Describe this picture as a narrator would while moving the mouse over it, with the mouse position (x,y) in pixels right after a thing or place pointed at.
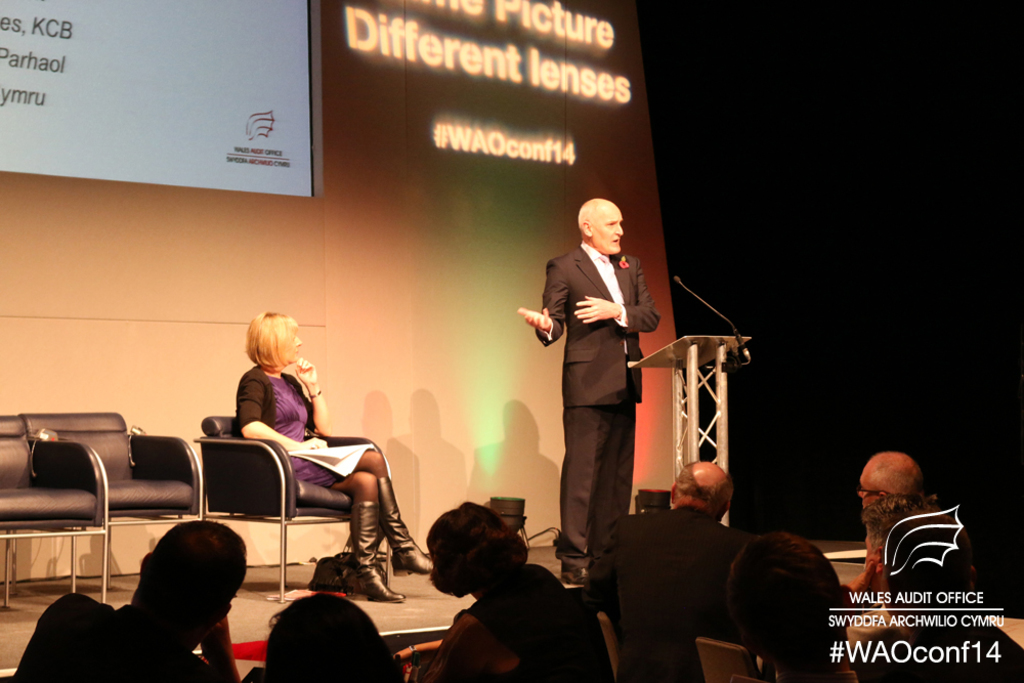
In this picture we can see some people (492,529) are sitting and a man (569,352) is standing, there is a podium (700,346) and microphone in front of him, a woman (296,393) on the left side (260,387) is holding papers (322,463), in the background (220,108) there is a screen (271,93), we can see some text (545,69) on the screen (257,59), we can see a logo (924,555) and some text (874,648) at the right bottom (902,600).
